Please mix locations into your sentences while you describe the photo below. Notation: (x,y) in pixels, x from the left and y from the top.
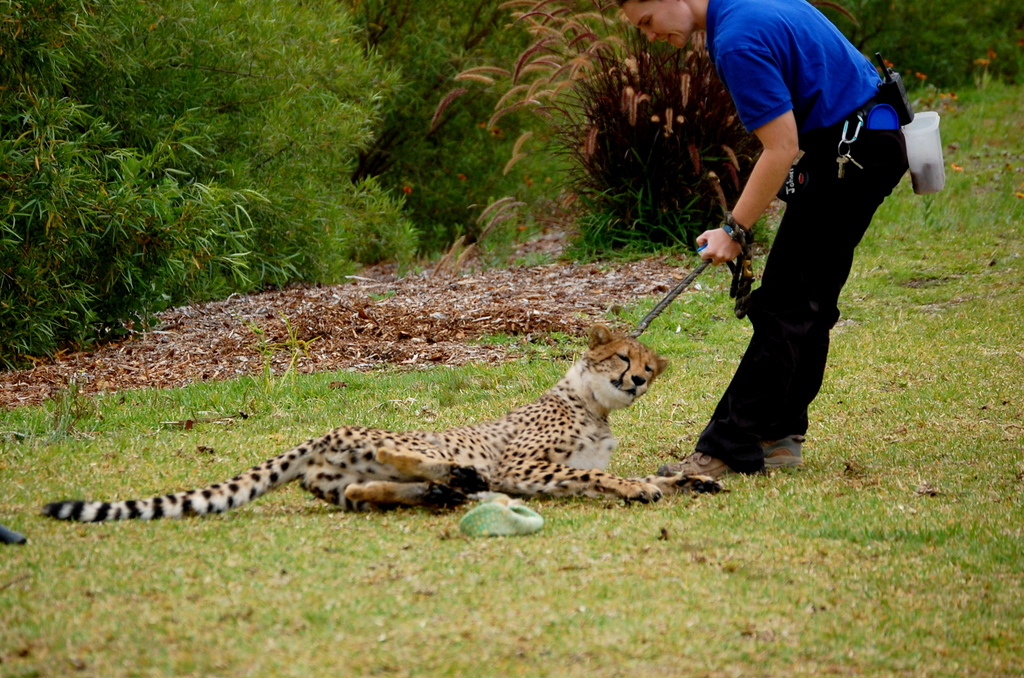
In this image we can see a Cheetah (443,443) on the surface of the grass (69,602), in front of the Cheetah (540,401) there is a person (759,318) standing with a leash (750,271) in his hand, behind them there are trees (458,177).
